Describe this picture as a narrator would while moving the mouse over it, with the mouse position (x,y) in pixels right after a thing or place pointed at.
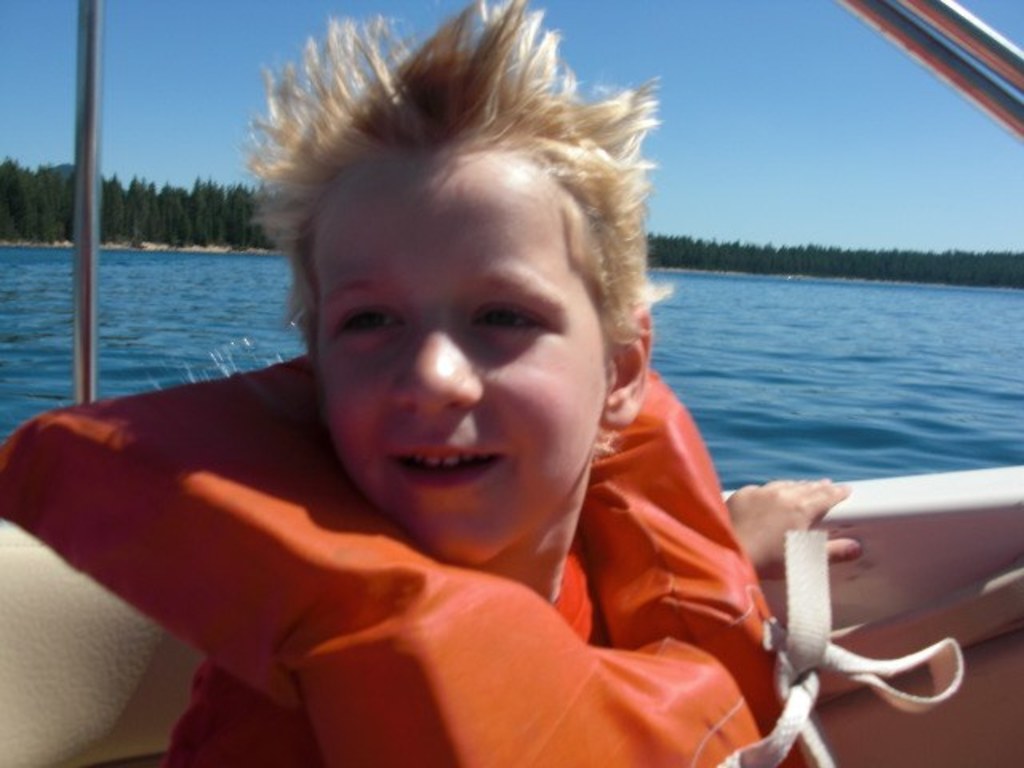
In this image I can see a boy (495,449) wearing orange colored life jacket (478,671) is sitting in a boat (881,570) which is on the surface (864,446) of the water (844,411). In the background (908,268) I can see few trees (762,262) and the sky (742,122).
